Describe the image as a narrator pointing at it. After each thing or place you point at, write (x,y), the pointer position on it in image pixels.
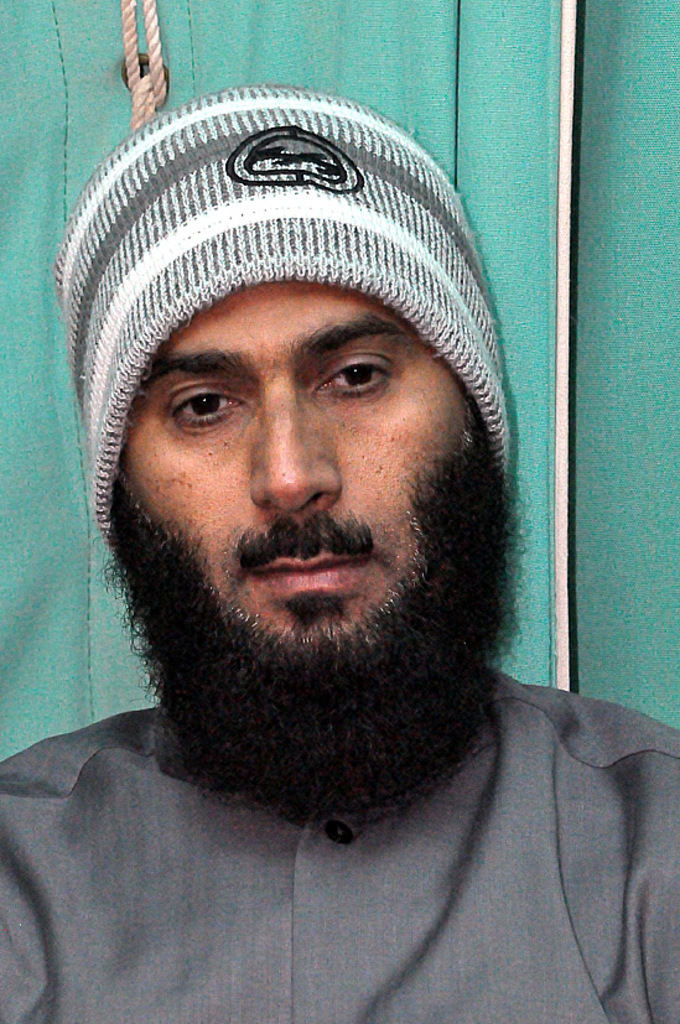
In this image we can see a person (377,788) wearing a hat (112,455). On the backside (140,93) we can see a rope (135,81).
